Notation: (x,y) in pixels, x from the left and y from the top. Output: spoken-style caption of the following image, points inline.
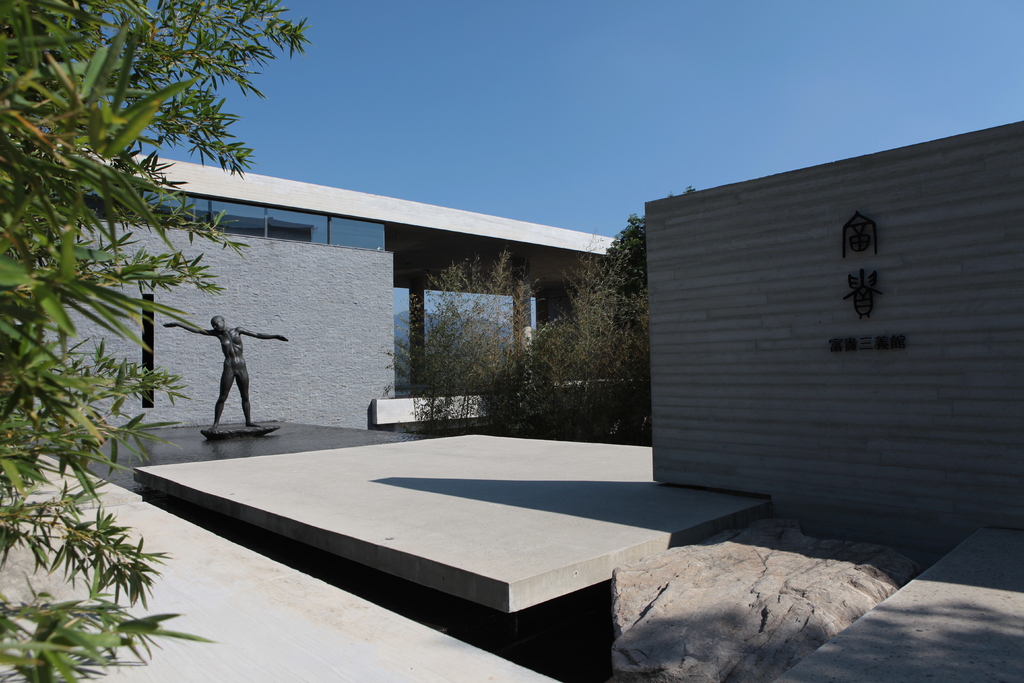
This is an outside view. On the right side (818,302) there is a wall (784,376) on which I can see some text (863,341). On the left side (31,289) few leaves (47,93) are visible. At the bottom (262,634), I can see the floor (302,593). In the bottom right (768,599) there is a rock (779,590). On the left side (235,370) there is a statue (223,382) of a person (247,412). In the background (322,307) there is a building (249,285) and some trees (461,330). At the top of the image (460,89) I can see the sky (412,98).
